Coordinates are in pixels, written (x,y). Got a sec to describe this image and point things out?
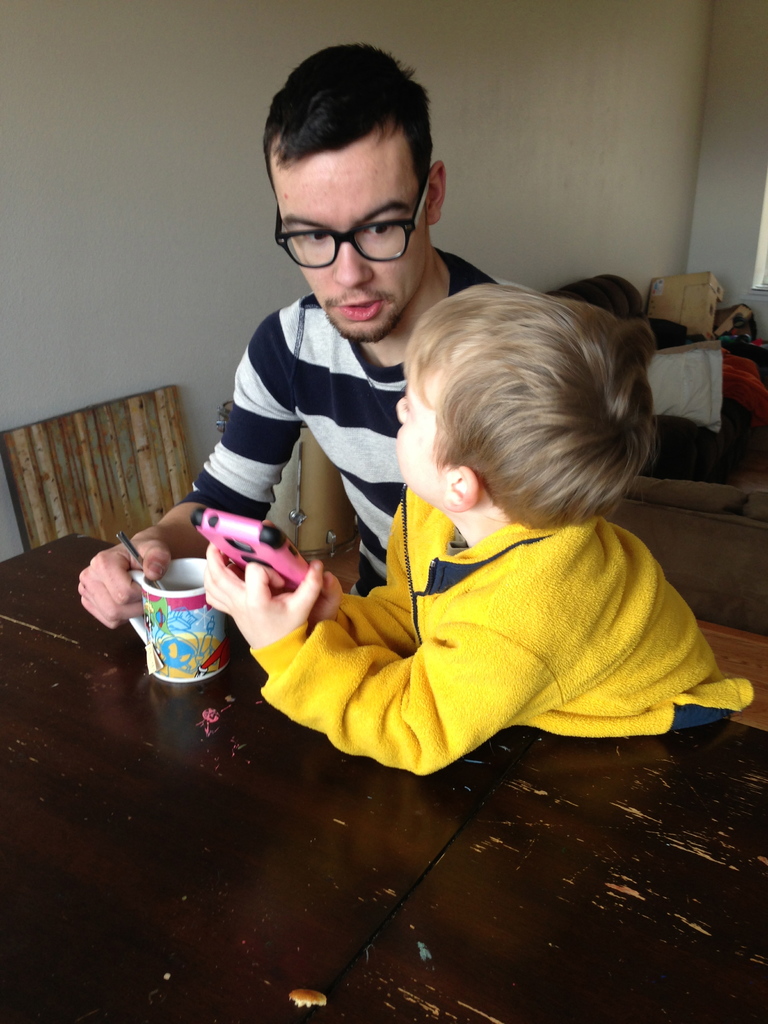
There is a person (403,171) sitting on a chair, speaking and holding a cup (176,578) which is on the table (137,704) near a child (511,368) who is in yellow color t-shirt (519,561), holding a mobile (217,514) and keeping both elbows (445,684) on the table (593,807). In the background (178,406), there is a chair (103,435) near the wall (117,396) and there are other objects (686,320).
